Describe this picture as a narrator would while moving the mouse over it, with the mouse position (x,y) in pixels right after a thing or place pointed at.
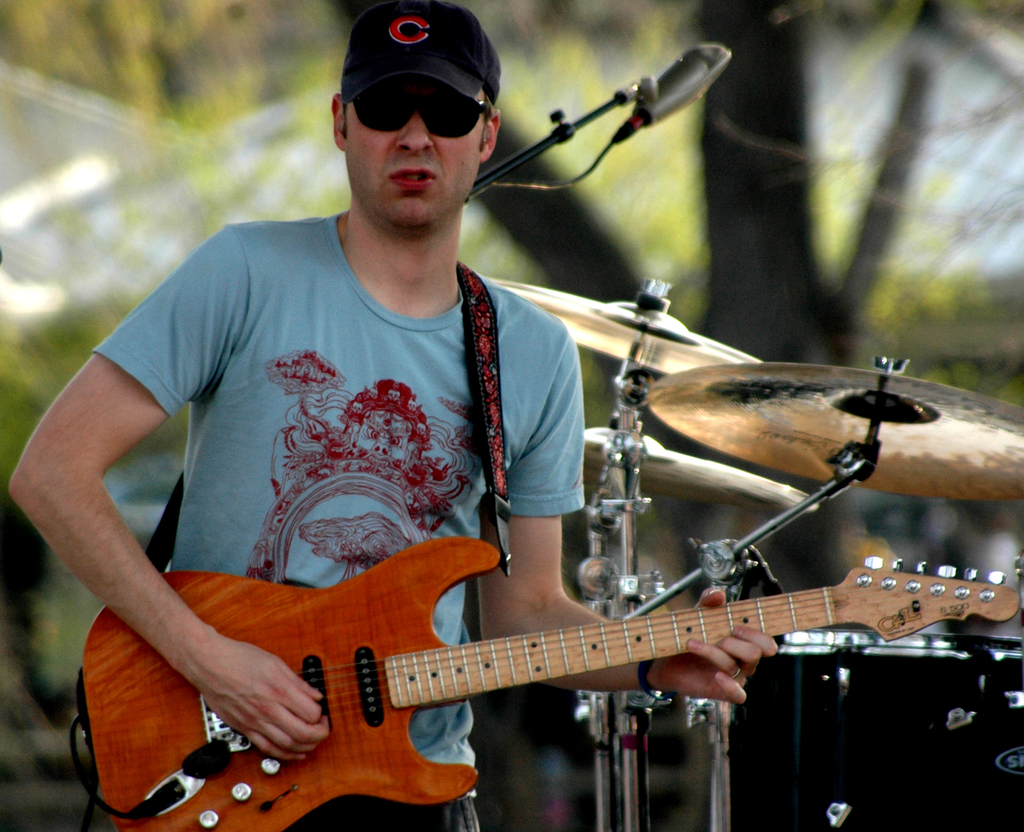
In this picture a blue shirt guy (333,398) is playing a guitar (359,617) with a mic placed behind him and there are several musical instruments (669,478) in the background (845,692).
